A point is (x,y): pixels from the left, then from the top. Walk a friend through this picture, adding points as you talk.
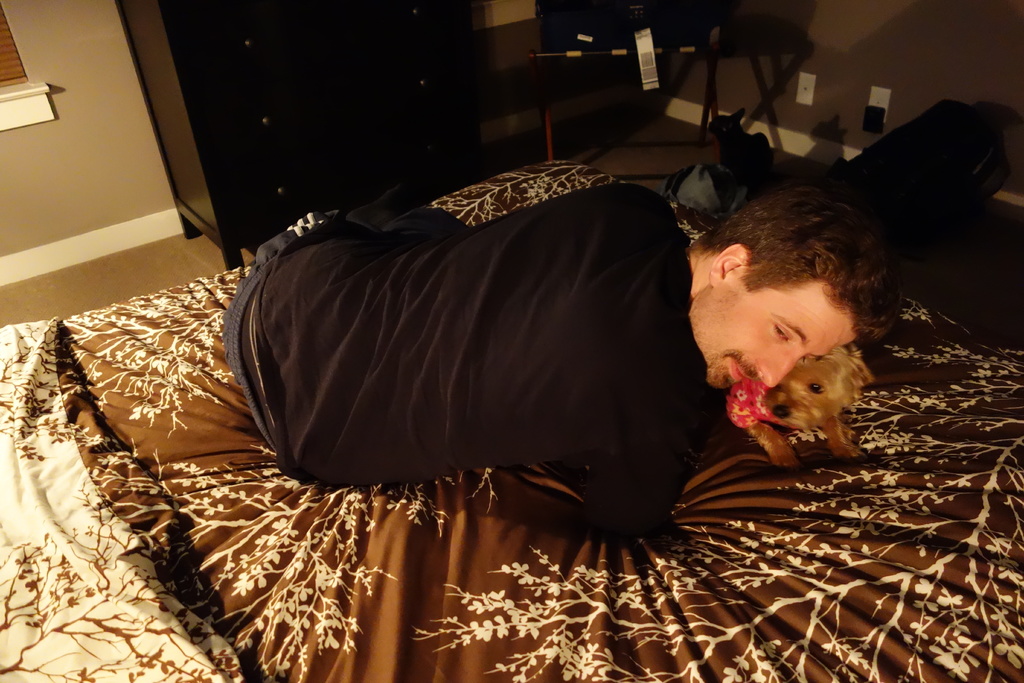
The image is taken in the room (430,352). In the center of the room (572,571) there is a bed (316,511). There is a man (460,372) and a dog (792,415) lying on the bed (789,564). In the background (357,164) there is a cupboard (474,95), chair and wall (94,135).
